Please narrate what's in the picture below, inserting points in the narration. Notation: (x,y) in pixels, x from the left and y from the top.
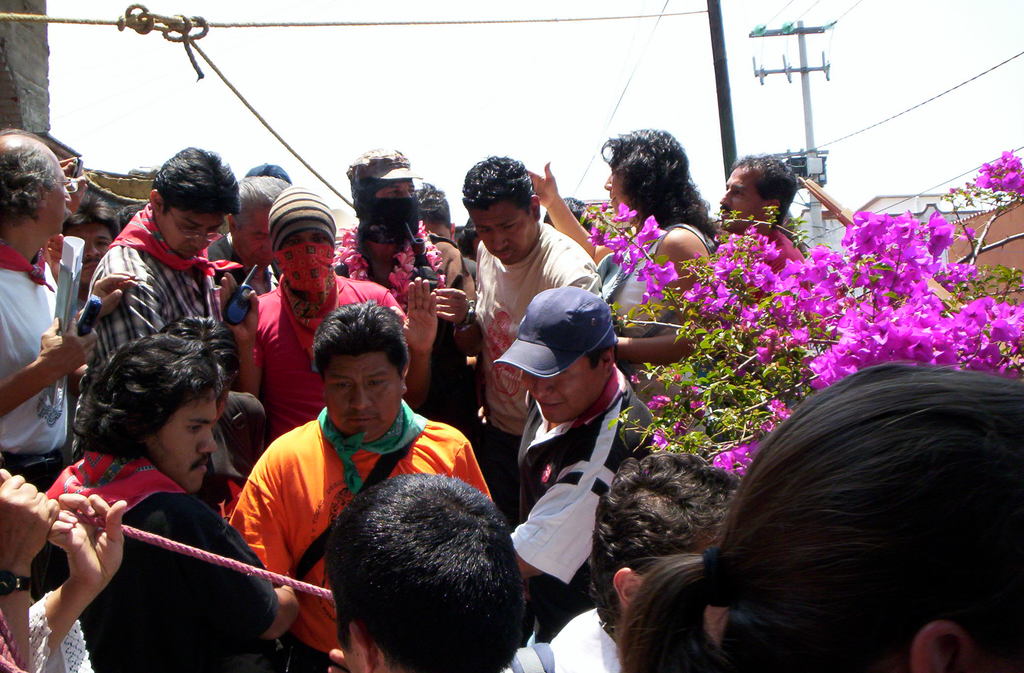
This image consists of many people (499,555). On the right (917,318), there are flowers (757,296) in pink color along with the plant (889,274). At the top (194,65), there is a rope (534,20) tied to a pole (723,84). On the right (830,78), there is an electric pole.
